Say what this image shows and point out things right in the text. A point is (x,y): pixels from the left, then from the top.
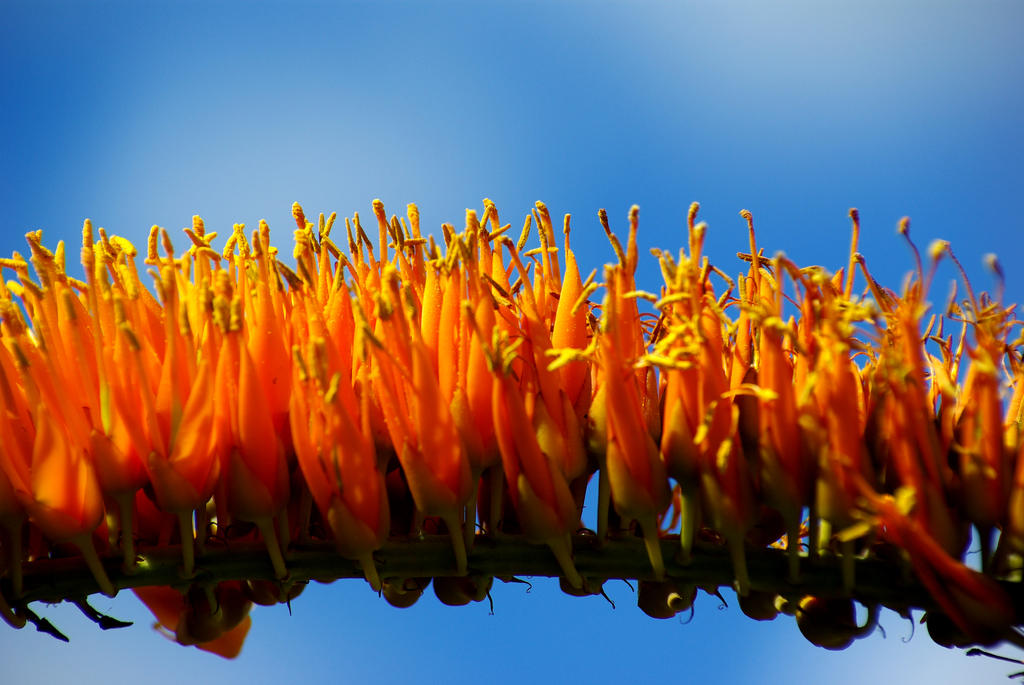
In this image I can see the flowers (348,421) to the plant (426,439) and these flowers (435,466) are in yellow and an orange color. I can see the blue background (421,178).
